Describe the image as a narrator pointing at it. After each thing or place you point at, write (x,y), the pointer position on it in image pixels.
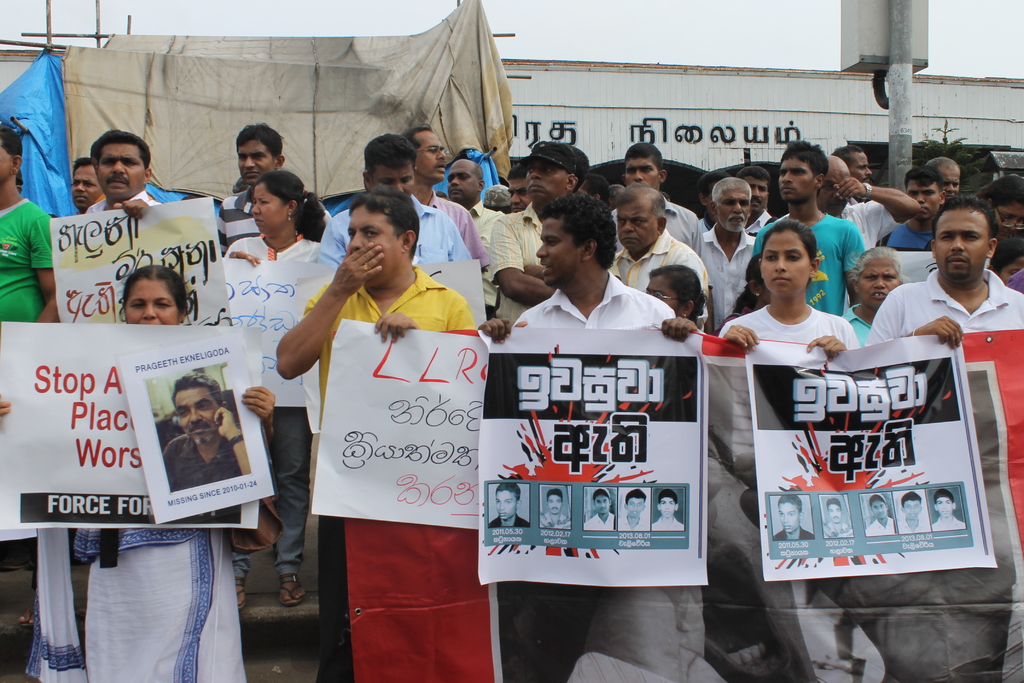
In this image, we can see a group of people (343,672). Few people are holding banners (382,477). Background (330,125) we can see pole (909,34), box (870,18), wooden sticks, cloth (262,115), blue sheet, wall (644,132), tree (970,161) and sky (699,33).
